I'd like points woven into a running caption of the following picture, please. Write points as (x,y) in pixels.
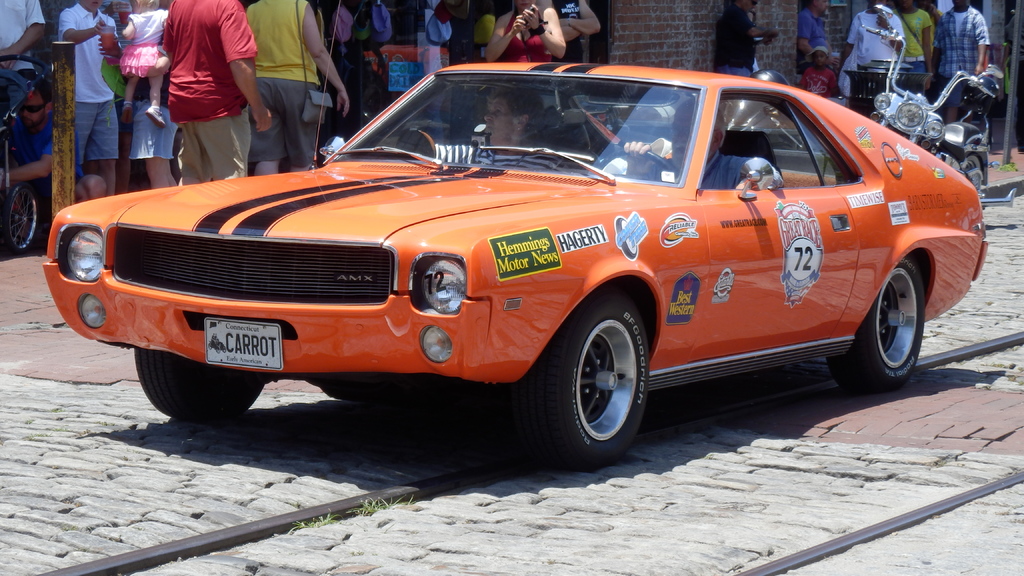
In this image we can see a vehicle (558,304) and a motorbike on the road (685,500), there are few people (749,25), among them some are holding the objects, and two persons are sitting in the car (637,209), we can see there are some poles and a building (670,43).
